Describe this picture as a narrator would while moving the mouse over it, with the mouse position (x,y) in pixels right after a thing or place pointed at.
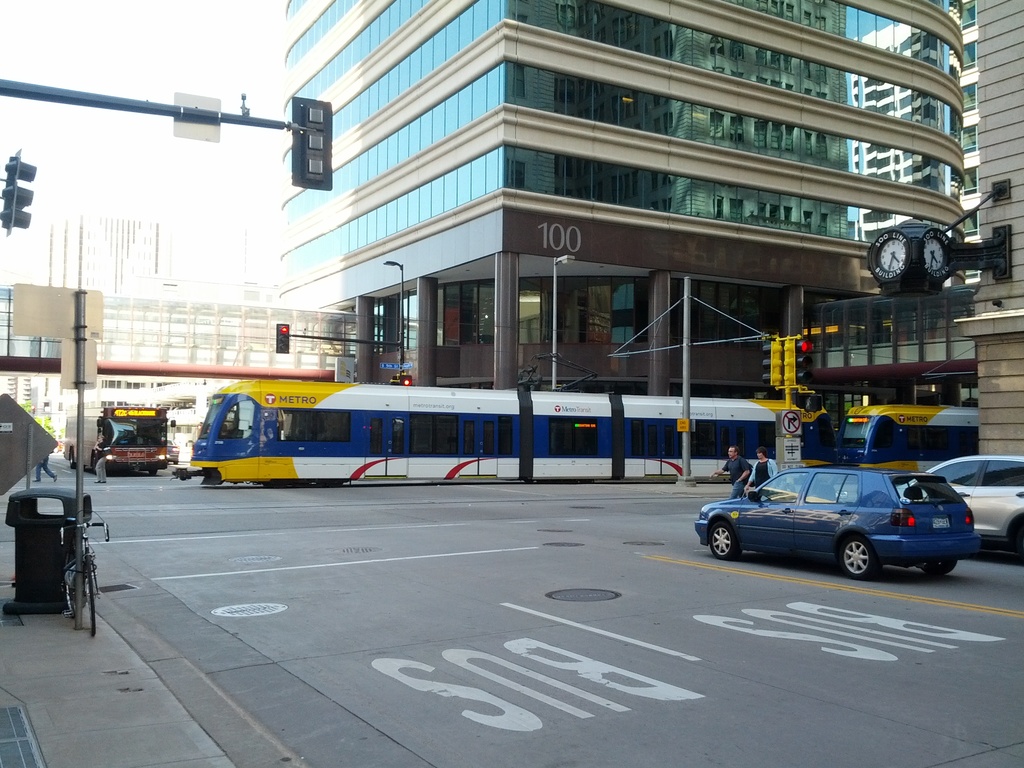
In this image, we can see few vehicles (1001,507) on the road (508,579). Here there are few buildings (567,299), traffic signals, poles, clocks (927,262), glass objects (878,166), walls (730,239), pillars (437,316) and few things (23,448). In the middle of the image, we can see few people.
